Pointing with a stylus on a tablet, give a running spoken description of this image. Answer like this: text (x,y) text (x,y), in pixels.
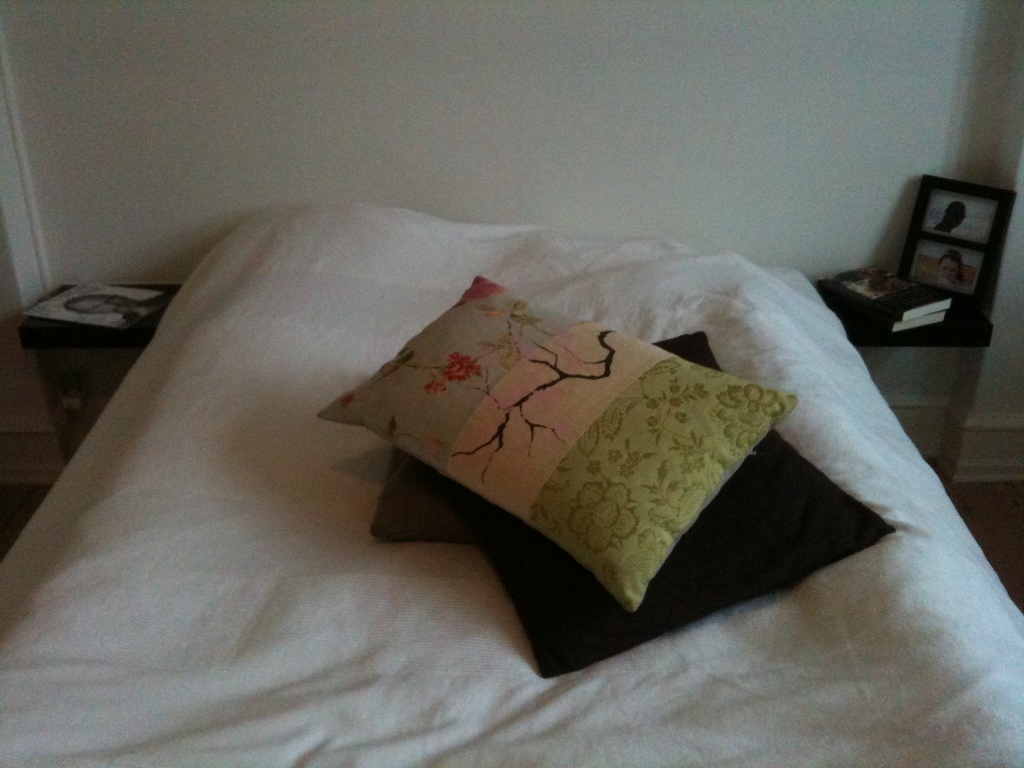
In this picture we can see pillows (382,404) on bed (233,414) and we can see poster (126,311), books (941,309) and frame (983,306) on tables (947,320). In the background of the image (753,166) we can see wall (744,213).
